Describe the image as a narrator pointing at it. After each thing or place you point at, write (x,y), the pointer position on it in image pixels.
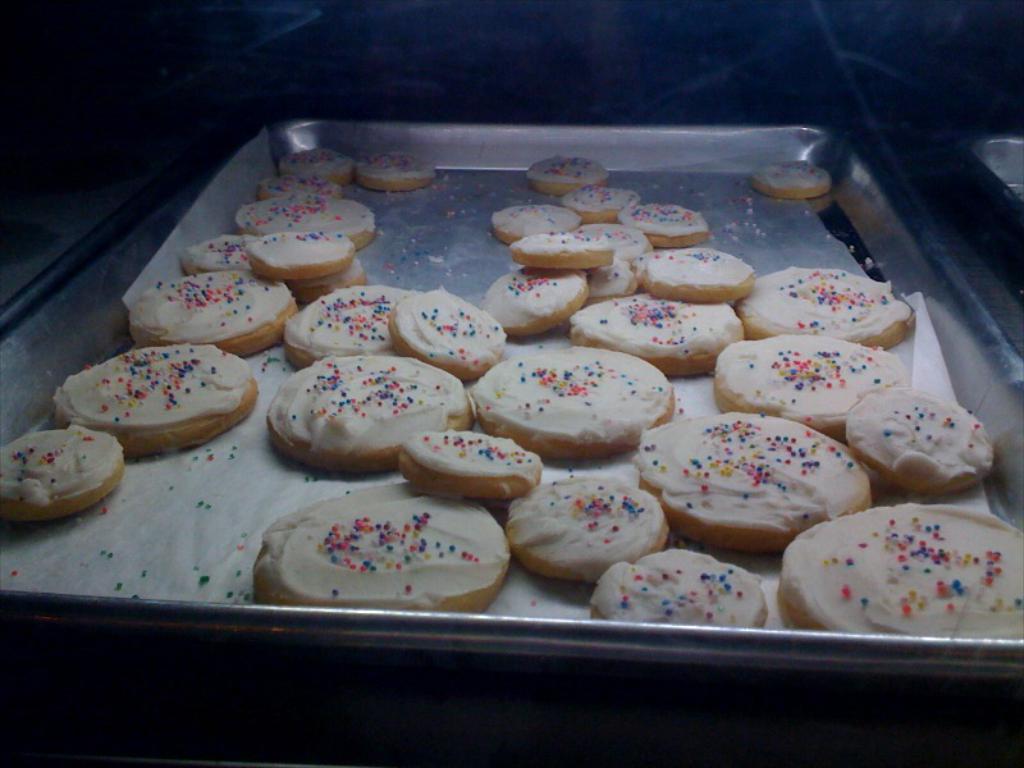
In this image I can see a steel plate (434,191) and in it I can see number of cream colour cookies (357,360). I can also see this image is little bit in dark from background (116,7).
